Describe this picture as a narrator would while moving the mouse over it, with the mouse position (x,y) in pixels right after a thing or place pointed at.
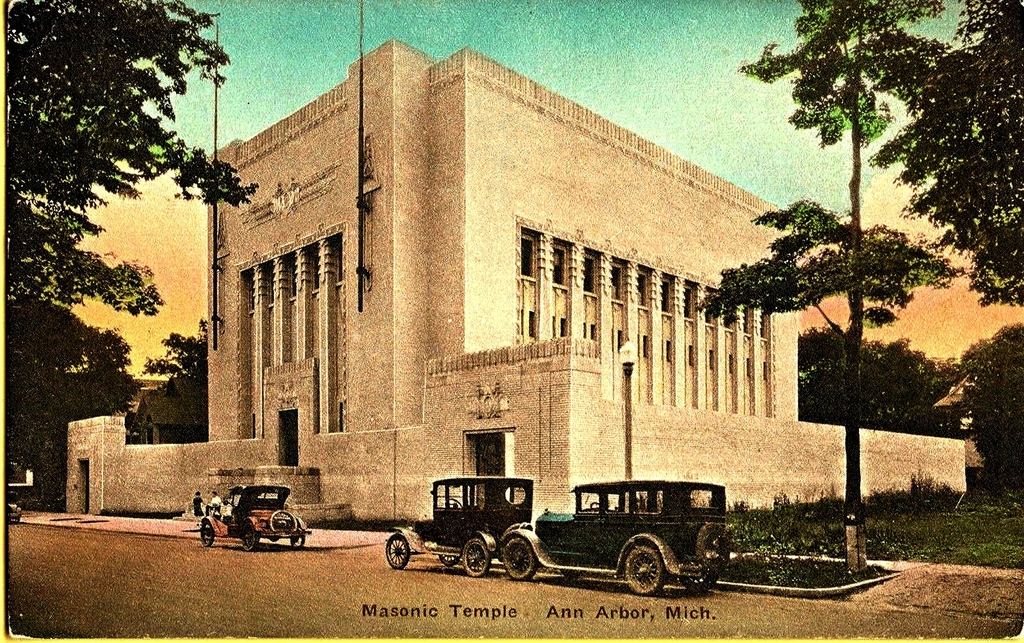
It is an old image, there is a big fort (341,275) and in front of the fort (317,499) there are three vehicles (511,519) and in front of the first vehicle (229,520) there are two people (199,504) standing and around the fort (633,237) there are plenty of trees (168,363).
